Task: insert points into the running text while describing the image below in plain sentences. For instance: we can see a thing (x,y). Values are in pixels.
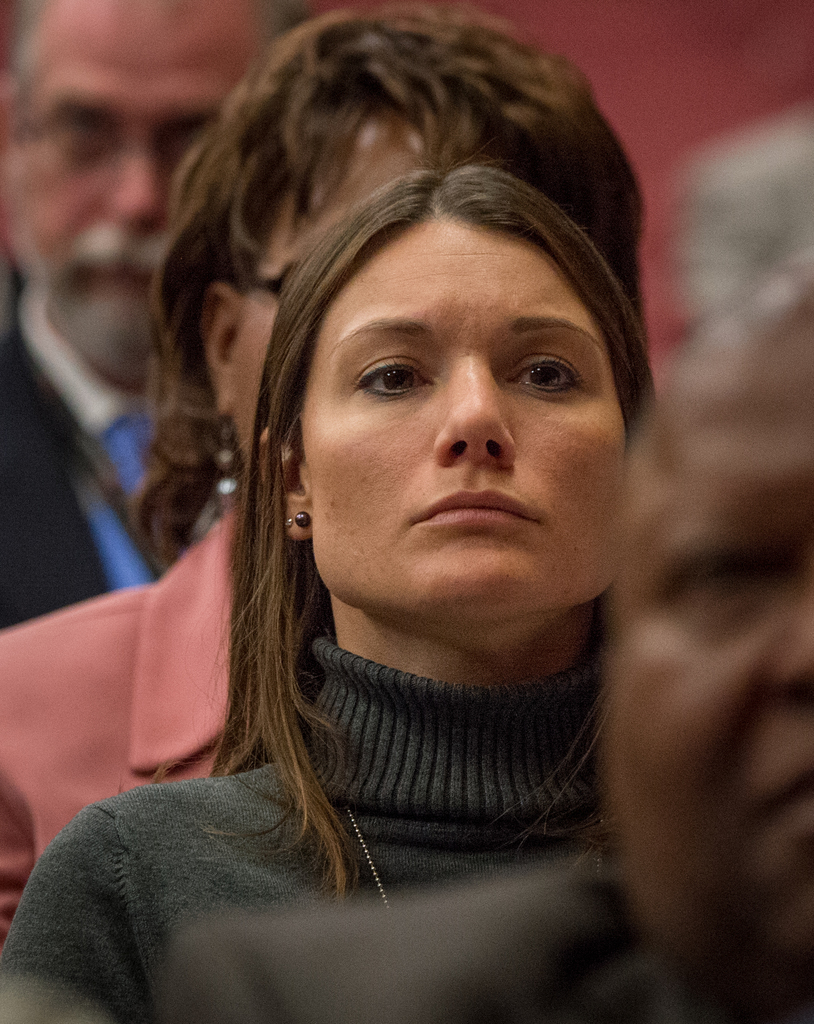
Here in the middle (451,562) we can see a woman (560,317) in a sweater (100,924) present over there and we can also see other people (126,333) standing behind her and in front of her over there.
